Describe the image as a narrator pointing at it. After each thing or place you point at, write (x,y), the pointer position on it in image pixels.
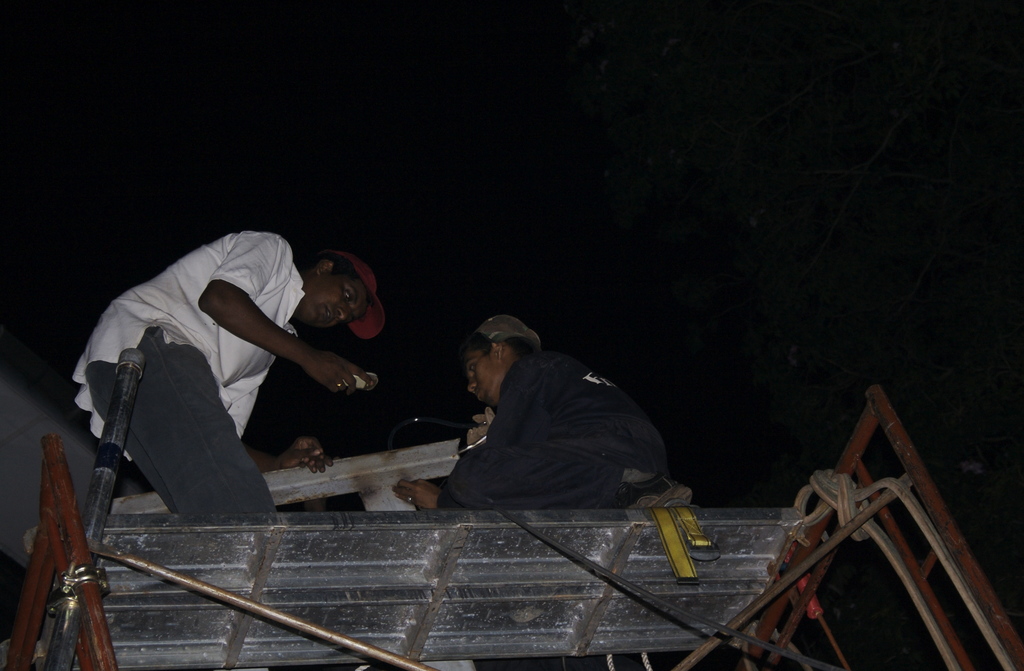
In the picture we can see two persons (595,503) are standing on the stand (571,567). Here we can see the ropes (899,573). The background of the image (1017,484) is dark.
